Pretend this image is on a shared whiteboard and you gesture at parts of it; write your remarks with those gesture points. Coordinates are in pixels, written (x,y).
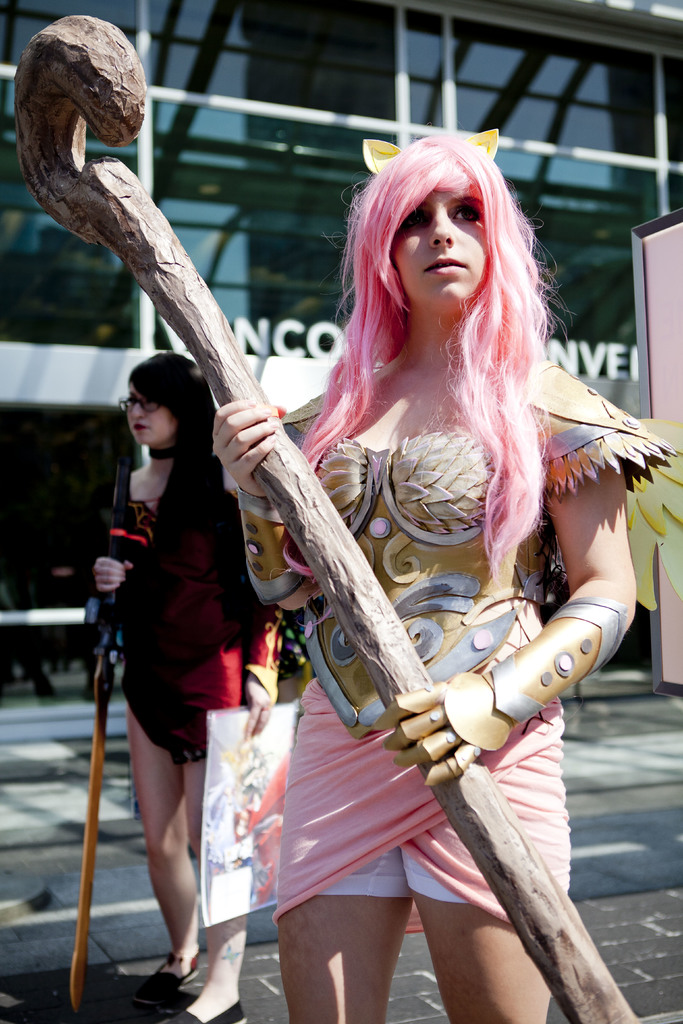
In front of the image there is a person (380,187) holding the wooden pole (478,817). Behind her there is another person (236,654) holding the stick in one hand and a paper (215,830) on the other hand (247,737). In the background of the image (230,203) there is a building (660,190) and there are some letters (312,339) on the building (612,367).
